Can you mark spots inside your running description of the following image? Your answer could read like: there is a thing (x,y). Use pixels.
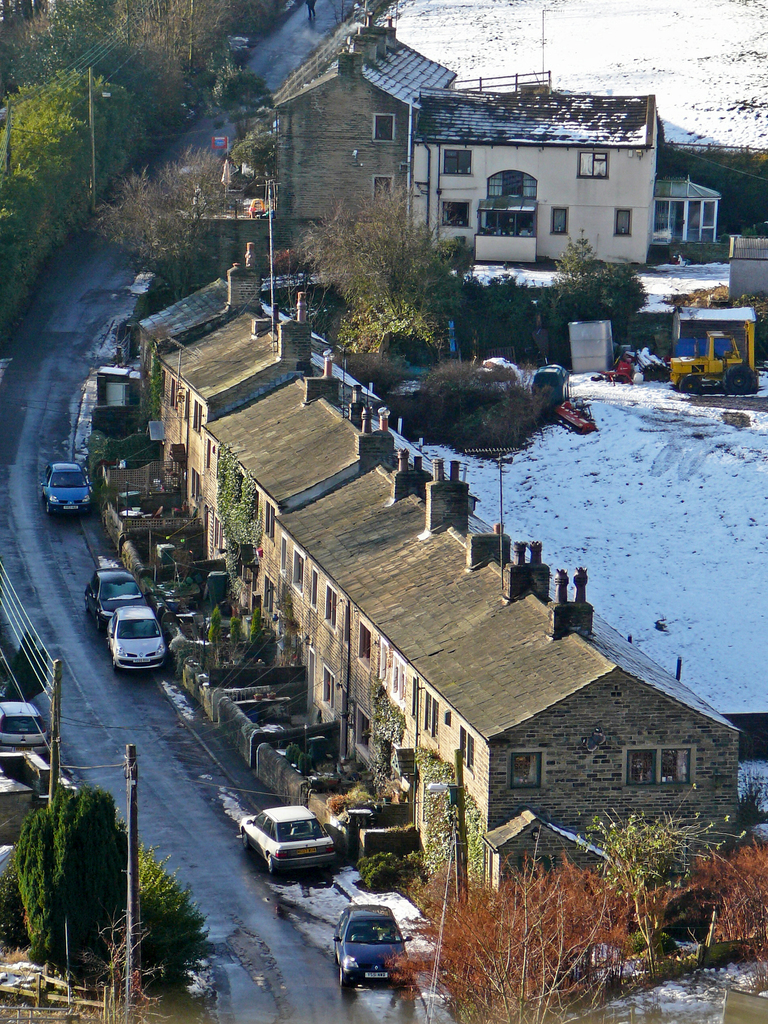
In this image I can see many vehicles (292,867) on the road (262,921). To the right (523,798) I can see many buildings (337,507) and the snow (554,585). On both sides of the road (216,918) I can see many trees (606,871) and to the left (66,962) I can see the poles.
